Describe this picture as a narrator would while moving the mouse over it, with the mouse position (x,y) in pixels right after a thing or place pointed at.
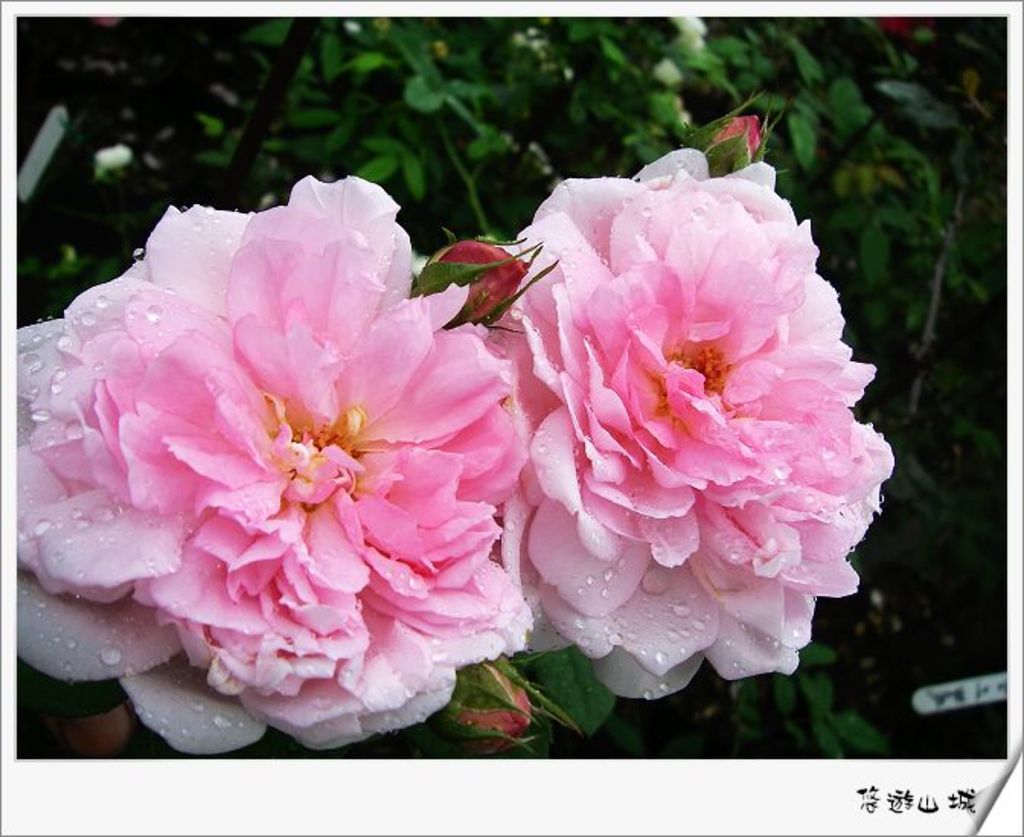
In the image we can see there are two flowers (486,436), white and pale pink in color. There are even bud flowers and leaves (366,147).
